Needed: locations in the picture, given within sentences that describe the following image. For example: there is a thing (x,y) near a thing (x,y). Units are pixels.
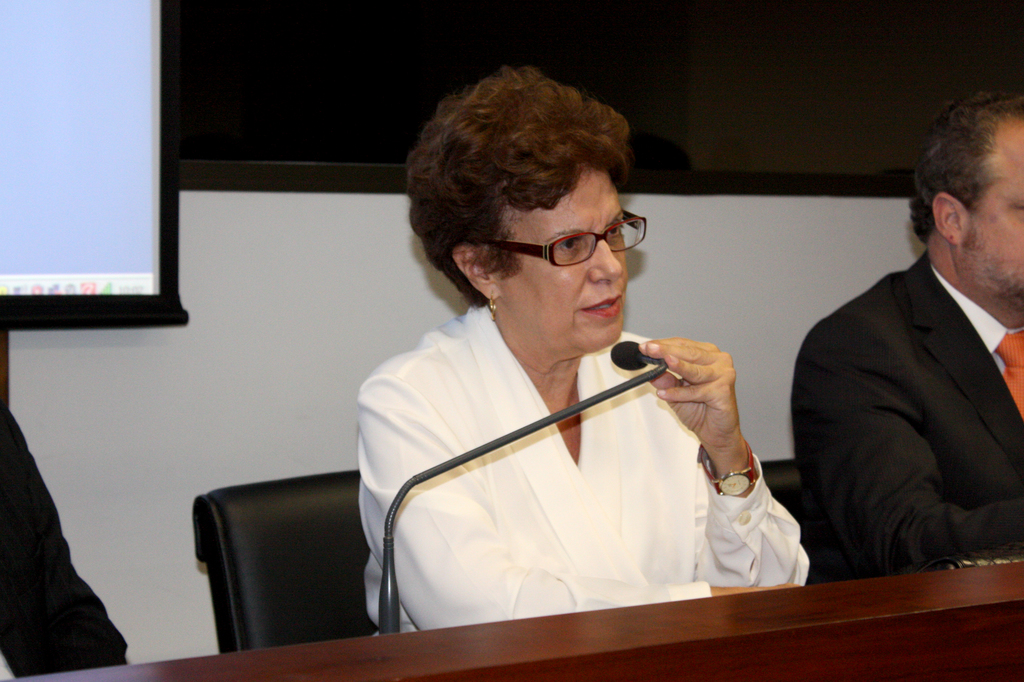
In this picture we can see a woman (517,415) sitting on the chair (353,536) and holding mike (635,360), side we can see few people (864,417) are sitting, behind we can see a board (82,218) to the wall (198,226).
